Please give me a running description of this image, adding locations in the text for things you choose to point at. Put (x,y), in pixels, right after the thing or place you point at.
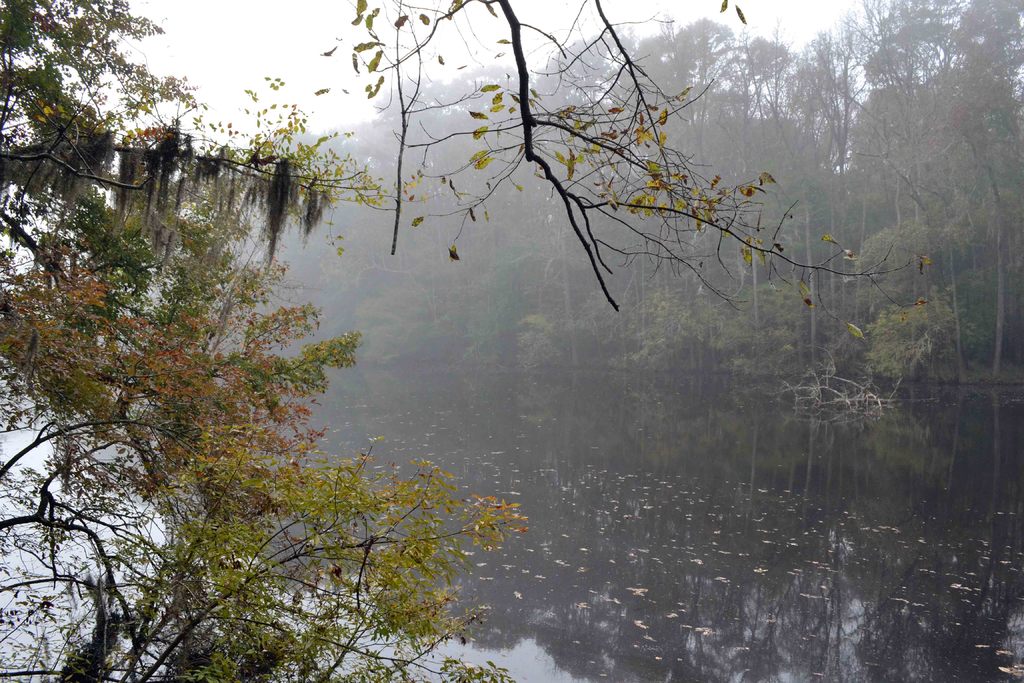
In this image I can see water (554,450) and number of trees (228,349). I can also see reflection (691,606) of trees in water (675,587).
